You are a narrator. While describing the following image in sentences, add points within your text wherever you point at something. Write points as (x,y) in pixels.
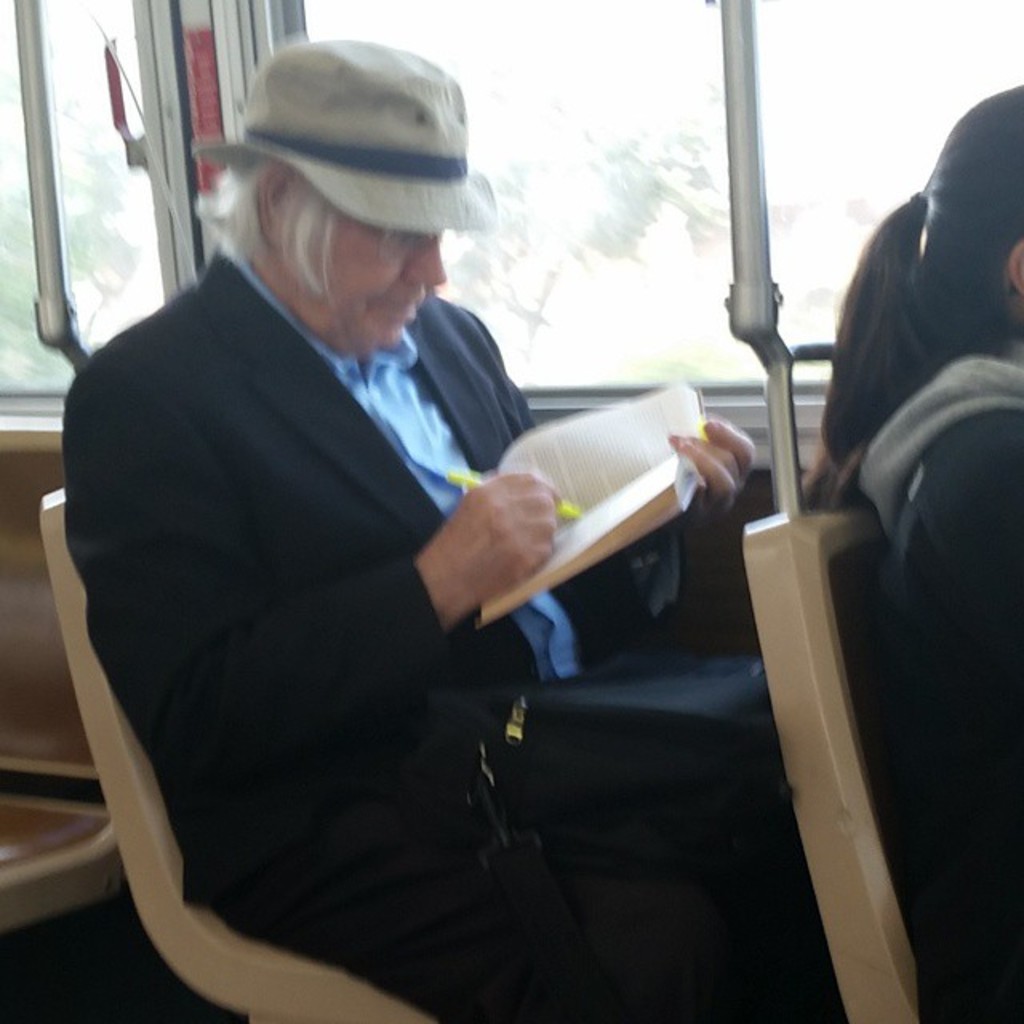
In this image we can see the persons (348,851) sitting on the chair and holding book (623,478) and pen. And at the back (665,80) we can see the windows (131,222).
